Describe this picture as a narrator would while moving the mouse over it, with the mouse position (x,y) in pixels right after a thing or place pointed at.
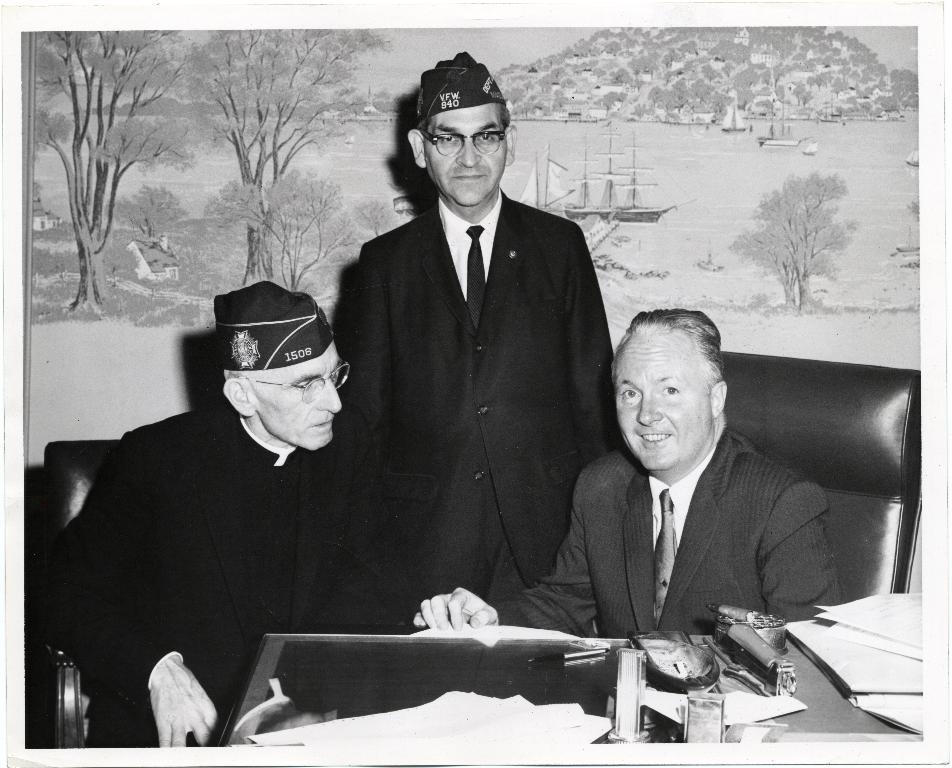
In this image I can see two persons (762,461) are sitting on the chairs (737,418). In the middle (504,404) there is a man (454,353) standing, he wears a black color coat (514,392), tie (479,309) and a cap (478,98). Behind him there is a painting (677,159) to the wall (174,367).
